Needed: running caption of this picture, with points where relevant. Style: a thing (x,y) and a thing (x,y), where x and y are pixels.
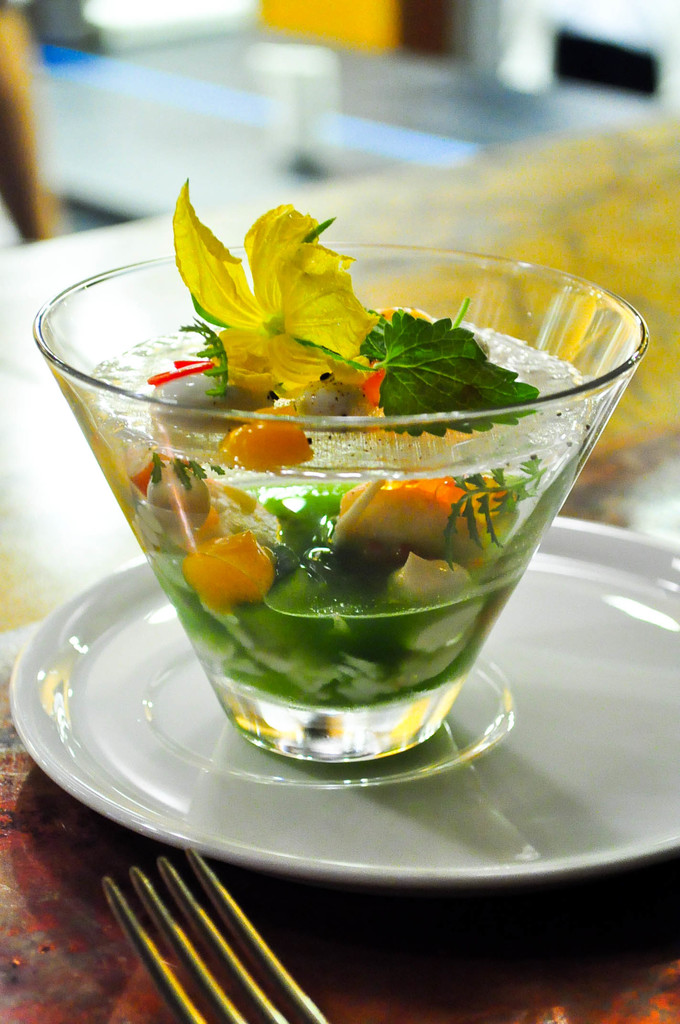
In this image I can see a white colour plate (217,854) and on it I can see a glass (580,283). In the glass (116,334) I can see few leaves (415,360), water (179,355) and few other things (286,448). On the bottom left side of this image (200,1020) I can see a fork (116,903) and I can also see this image is little bit blurry in the background (438,72).
